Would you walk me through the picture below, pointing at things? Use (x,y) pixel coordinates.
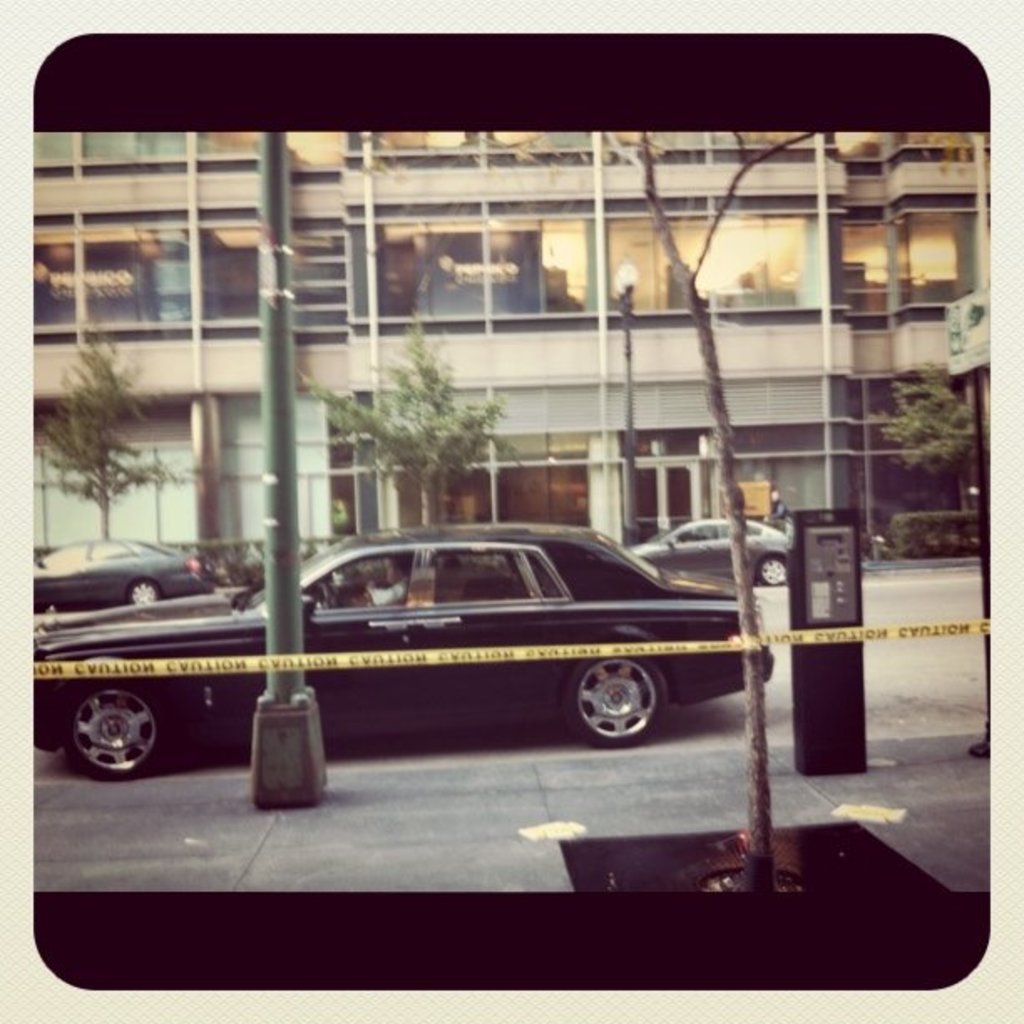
This is an image with the borders (160,943), in this image in the center (586,598) there is one car (438,639) and poles (278,227), trees (746,621). And in the background (321,446) there is a building (556,420), vehicles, trees (903,434), plants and some lights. At the bottom (118,864) there is a walkway (132,876).
